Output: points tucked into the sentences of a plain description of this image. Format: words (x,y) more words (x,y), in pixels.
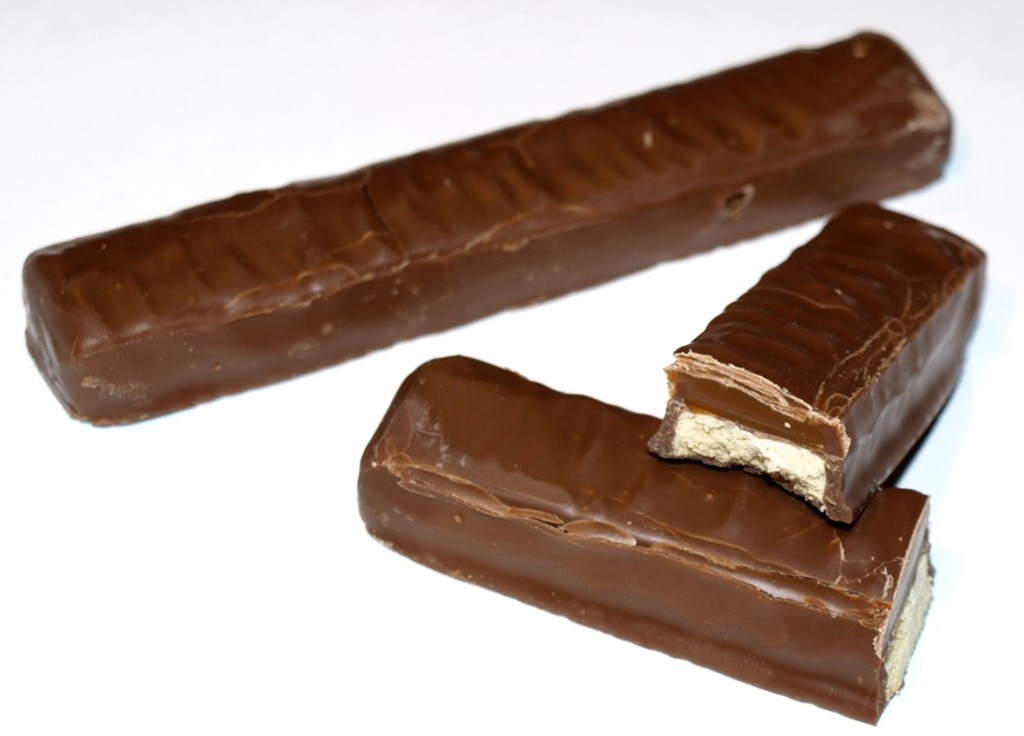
Chocolate bars (461,222) are there in the middle of this image (428,400).
